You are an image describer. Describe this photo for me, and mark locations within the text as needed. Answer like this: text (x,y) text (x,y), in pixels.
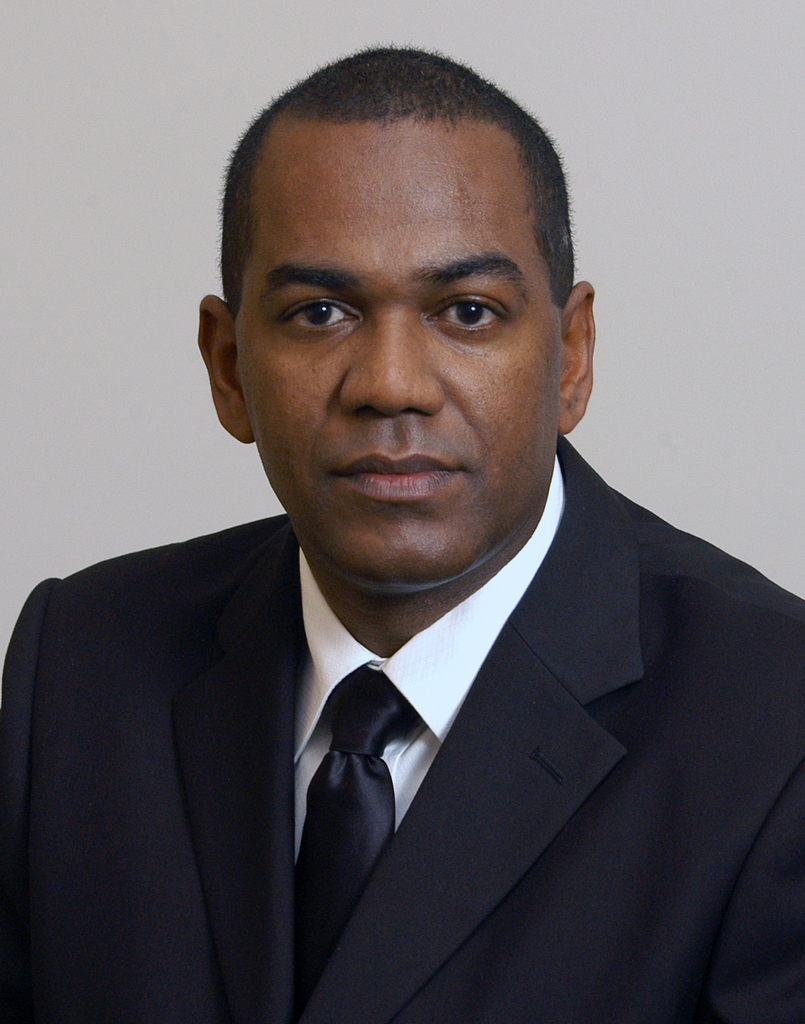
In the center of the image (436,532), we can see a man (223,626) wearing a coat (275,744) and a tie (349,785). In the background (616,138), there is a wall (672,296).
